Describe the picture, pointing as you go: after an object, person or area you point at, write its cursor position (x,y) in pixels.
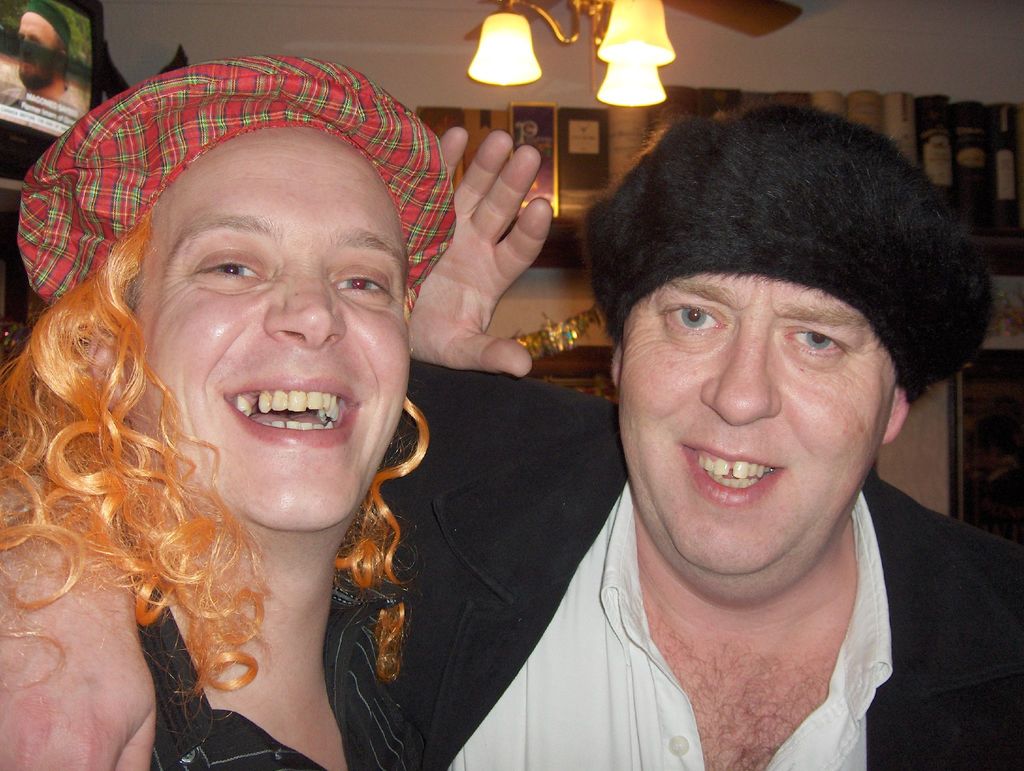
In this image in the front (492,400) there are persons (605,430) standing and smiling. In the background (523,110) there are frames (515,116) on the wall (545,27) and there are files (901,126) in the shelf (995,213) and there is a light (559,32) hanging. On the left side (21,96) there is a television (18,88) with the person (44,59) displaying on it.
